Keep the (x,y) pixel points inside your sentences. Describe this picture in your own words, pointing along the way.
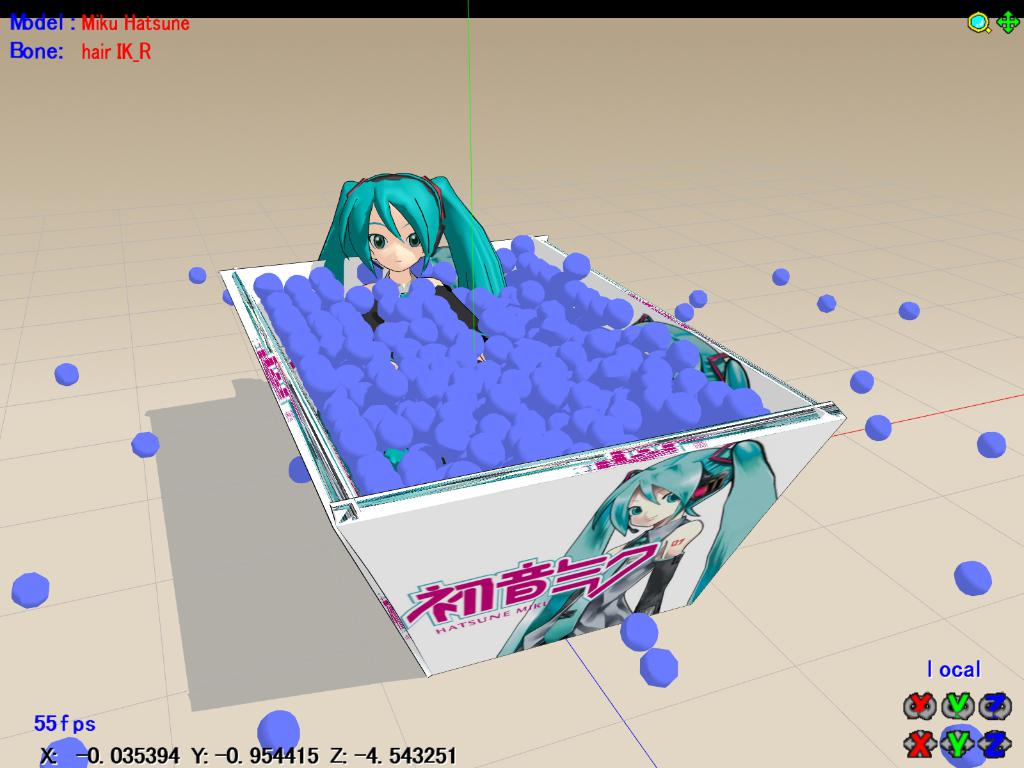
This is an animated image. A girl (397,259) is sitting in a bathtub (652,451) in which there are blue balls (588,438). Few balls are falling out.
